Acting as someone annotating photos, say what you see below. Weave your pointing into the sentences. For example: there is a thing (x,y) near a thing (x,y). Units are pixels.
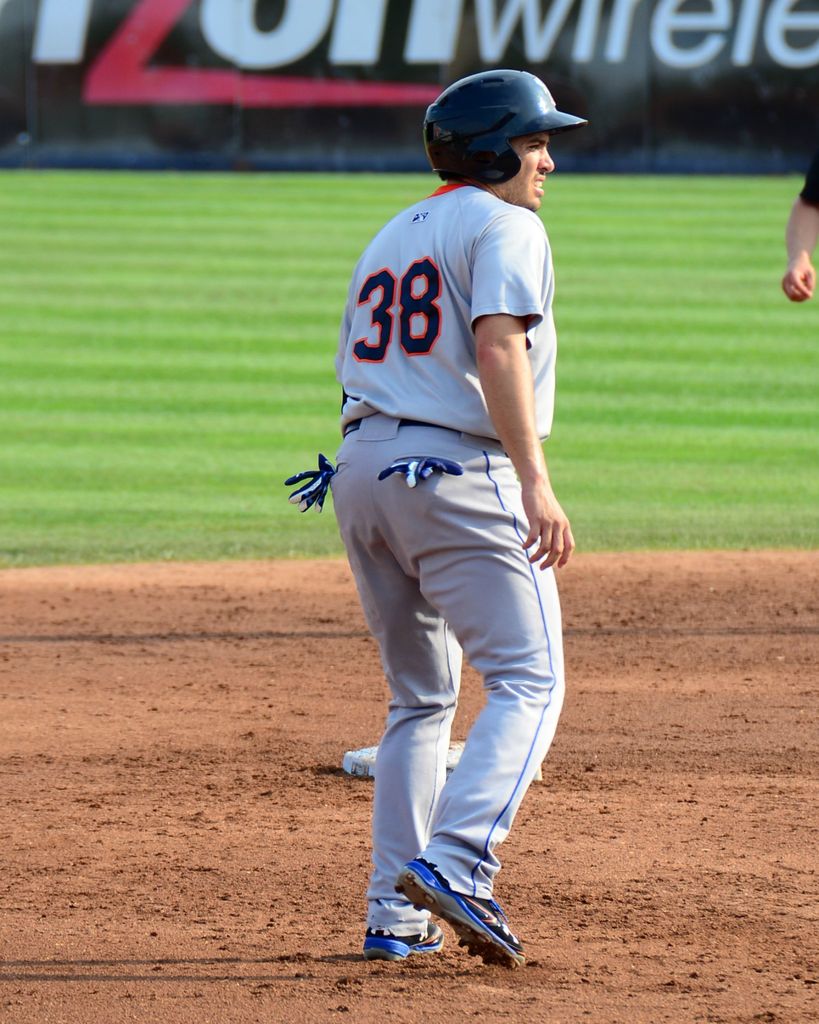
In the center of the image (408,402) there is a person (408,402) standing on the ground (325,958). In the background (683,296) there is a grass (175,312).
